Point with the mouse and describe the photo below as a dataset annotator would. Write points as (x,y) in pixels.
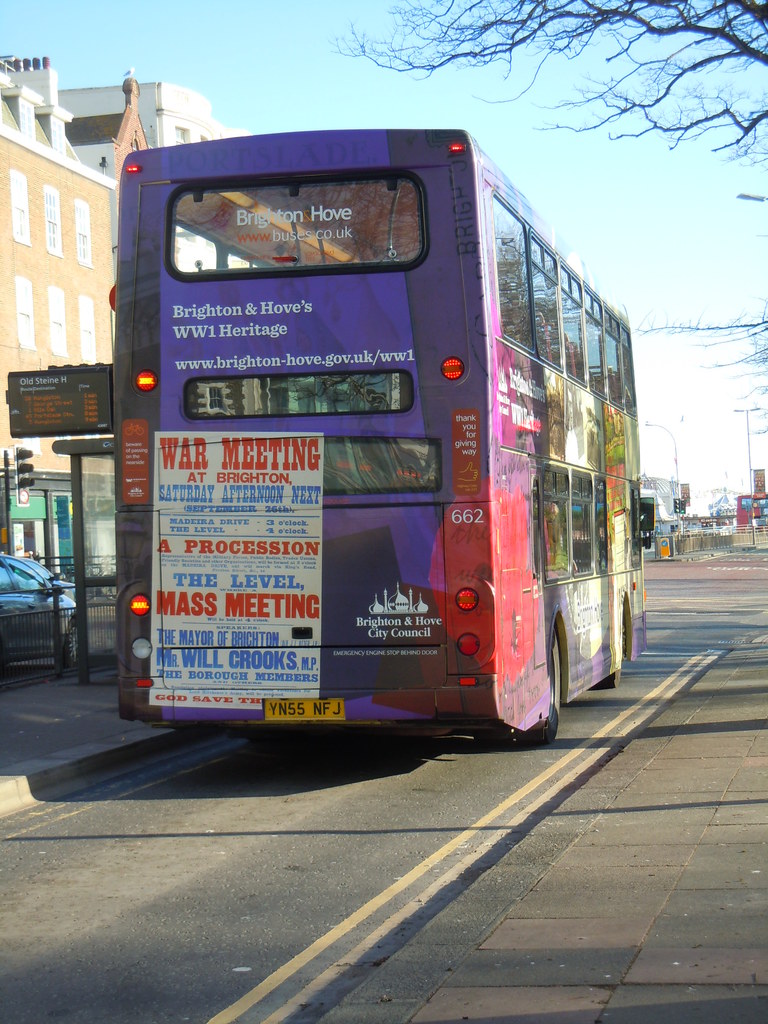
In this picture we can see a bus (341,504) and few cars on the road (208,745), beside to the cars (61,579) we can find few traffic lights (29,476) and buildings (31,128), in the background (731,81) we can see few poles (678,483) and trees (756,56).
